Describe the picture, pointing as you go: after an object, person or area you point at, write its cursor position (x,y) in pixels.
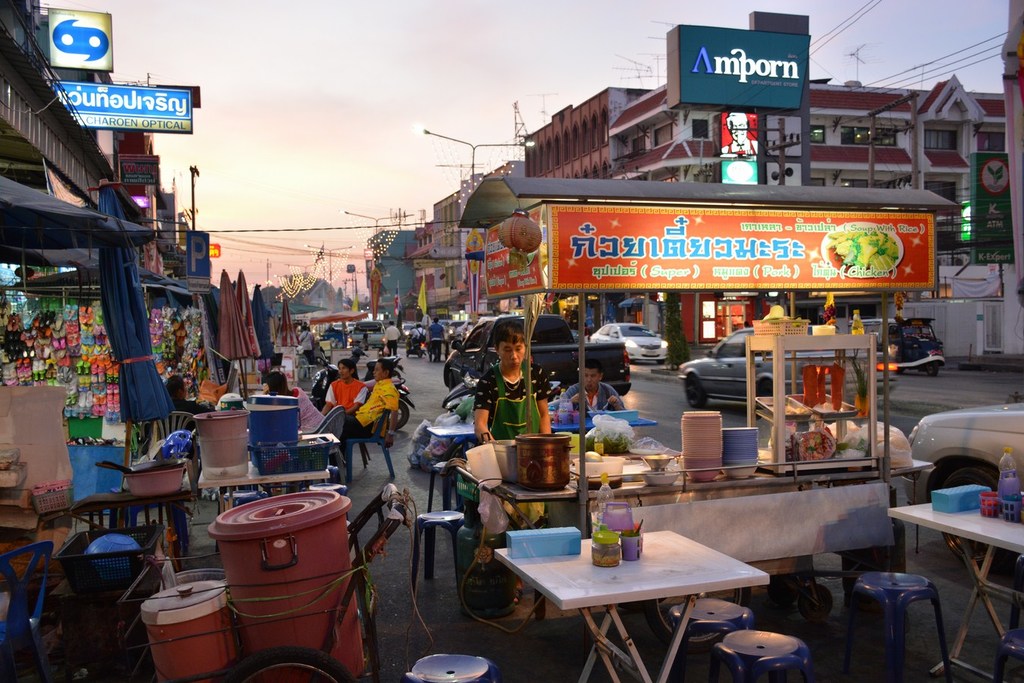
In this picture there are some food trucks (605,455), tables (596,573), baskets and some people (332,390) sitting in the chairs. Some of them were standing and walking. In the background (429,233) there are some buildings (434,230) and a sky (325,117) here.
